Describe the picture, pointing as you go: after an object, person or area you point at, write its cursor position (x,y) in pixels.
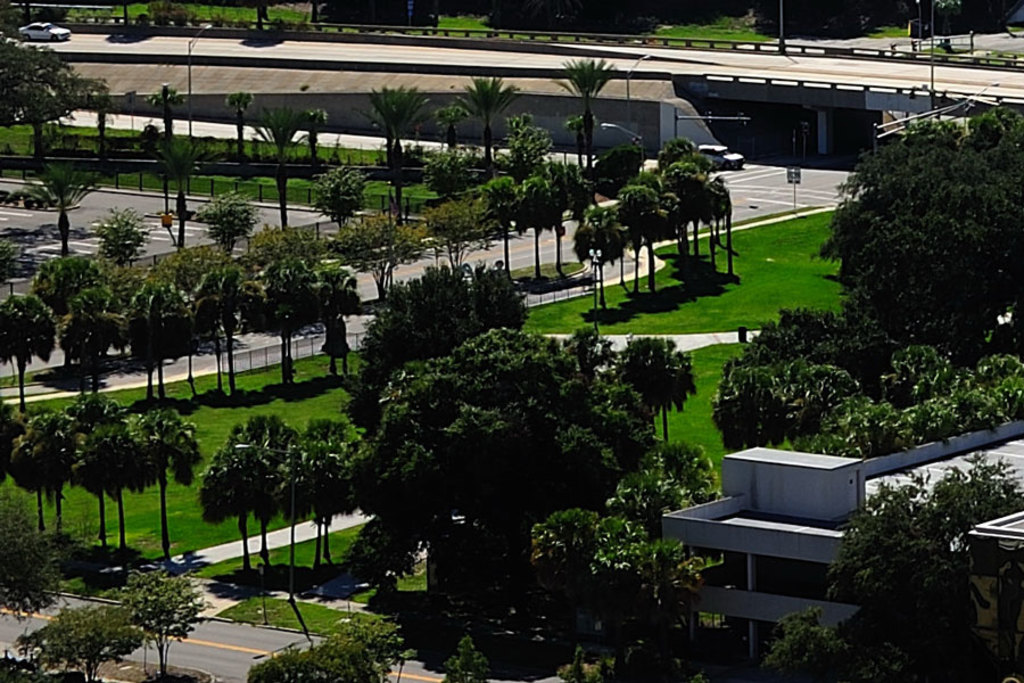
In this image I can see trees (536,540) and grass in green color, background (623,136) I can see a building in white color, few vehicles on the road (785,173) and I can also see few light poles (931,108) and a bridge (797,93).
